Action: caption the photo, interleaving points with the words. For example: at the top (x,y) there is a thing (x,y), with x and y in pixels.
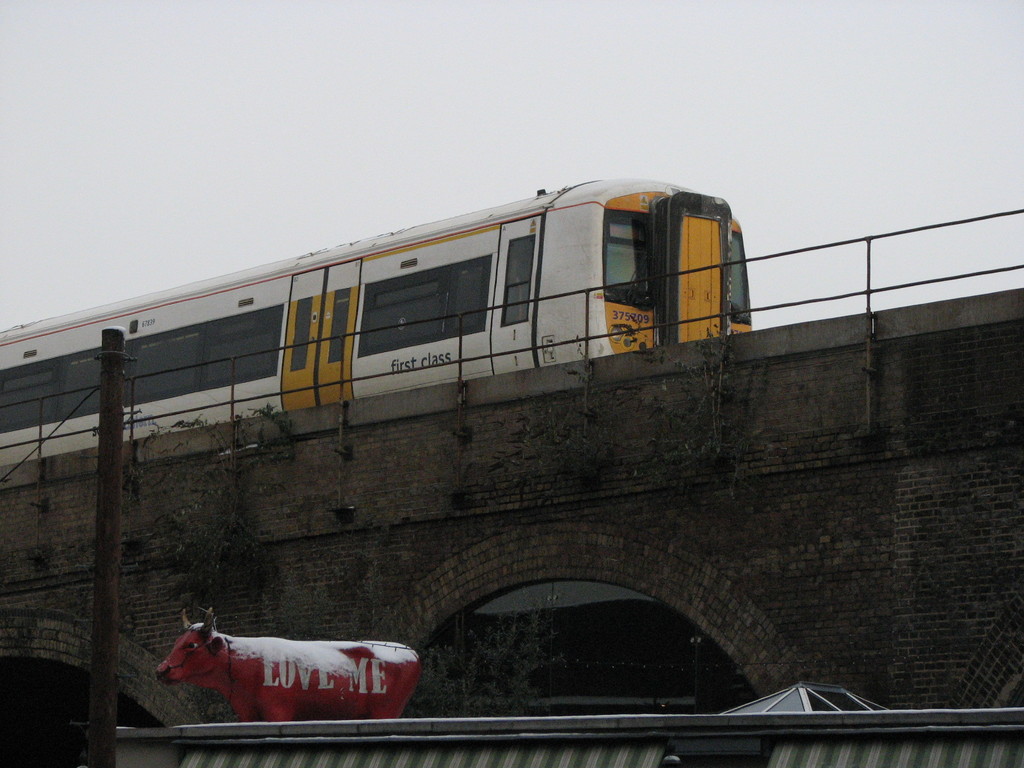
In this image we can see a train (336,390) on the bridge (523,521). We can also see a fence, pole (117,348), statue of a buffalo (190,675), roof (644,724) and the sky (575,145).
